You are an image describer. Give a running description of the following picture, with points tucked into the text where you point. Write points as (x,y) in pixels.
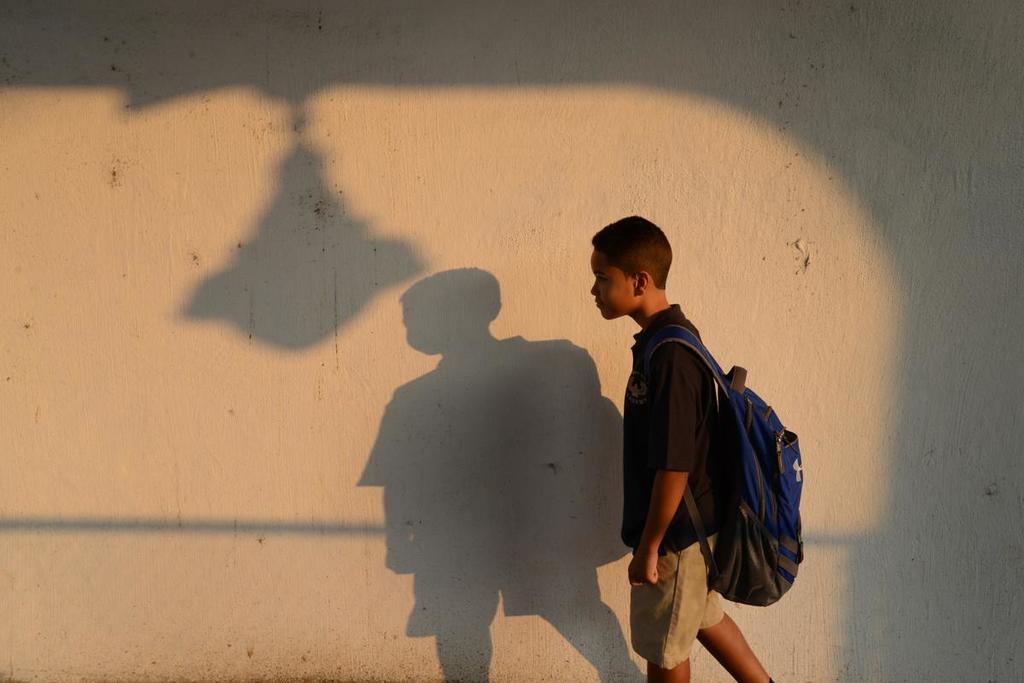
In the foreground of this image (685,529), there is a boy (688,589) walking and wearing a backpack (754,519). In the background (678,235), there is a wall (530,313) and the shadows (338,211) on it.
